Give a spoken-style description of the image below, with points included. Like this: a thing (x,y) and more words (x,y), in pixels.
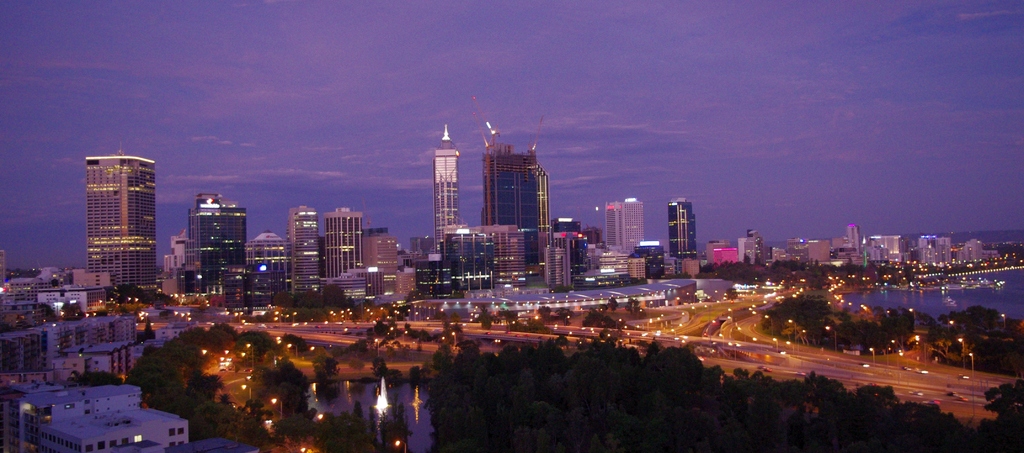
In this picture we can see buildings (365,295), trees (703,270), road (712,338), water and lights (705,294). In the background of the image (391,102) we can see the sky (272,165).
